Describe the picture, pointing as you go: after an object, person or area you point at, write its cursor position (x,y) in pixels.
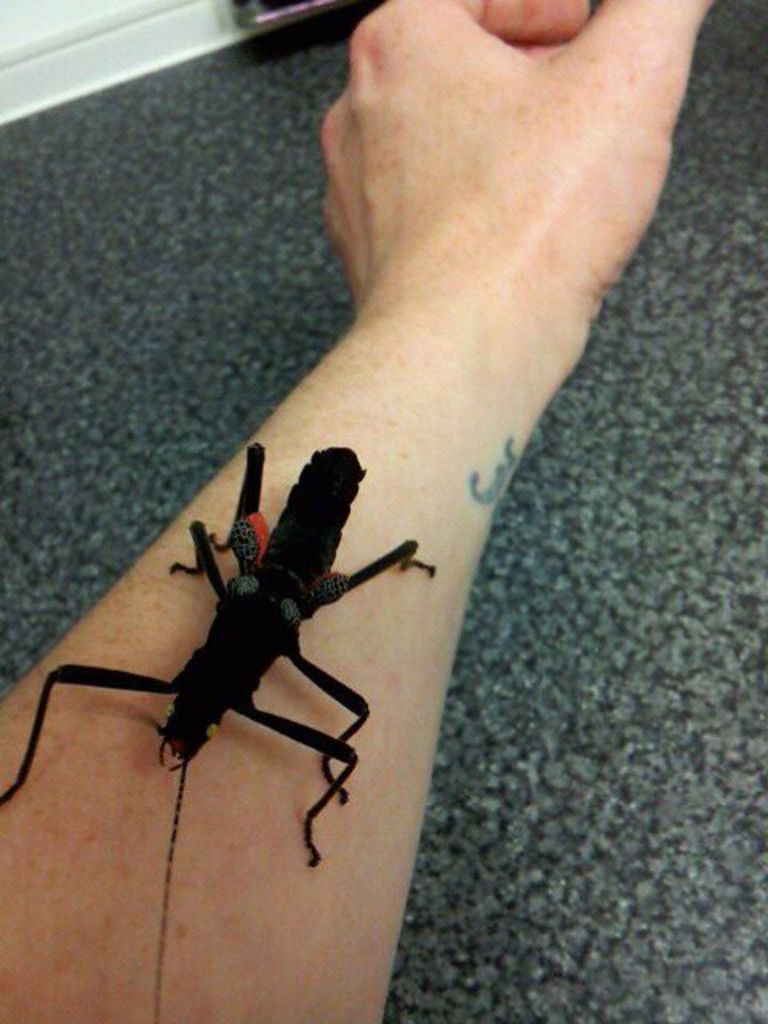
In this image we can see a person's hand (384,122) kept on the black color surface (482,704) on which we can see a black color insect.
